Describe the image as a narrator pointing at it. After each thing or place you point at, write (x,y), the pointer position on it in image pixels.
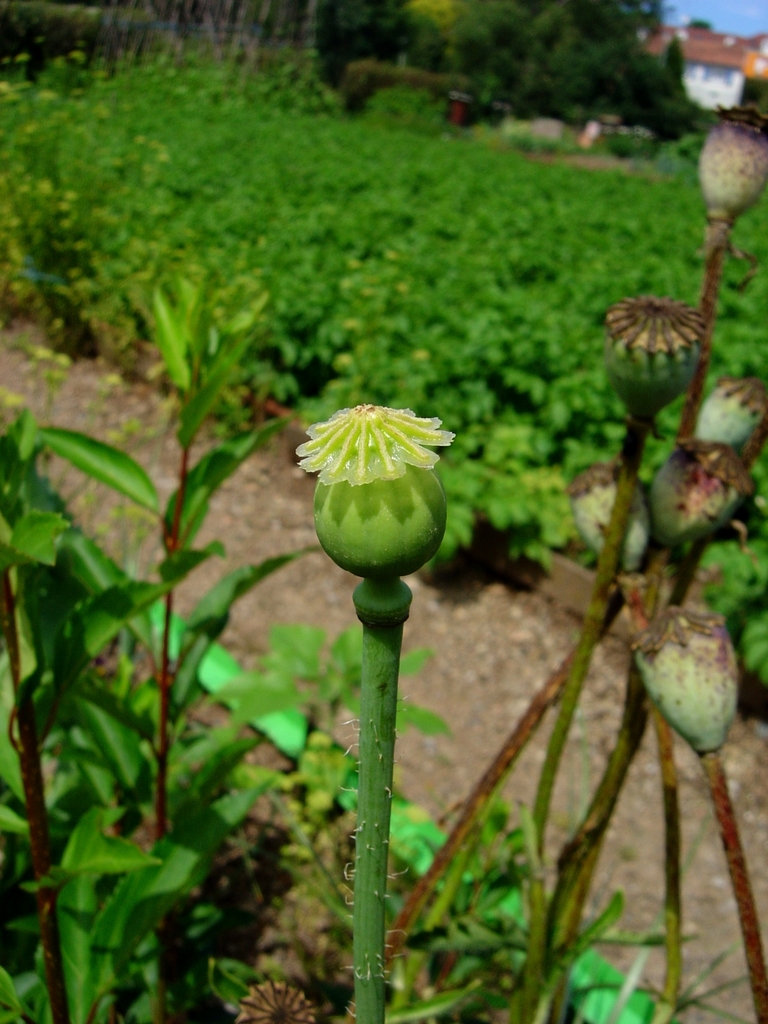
In this image we can see many trees (557,39) and plants (447,470). There is a house (711,66) and a blue sky (722,18) in the image. There are flowers (387,446) to the plants (366,501).
